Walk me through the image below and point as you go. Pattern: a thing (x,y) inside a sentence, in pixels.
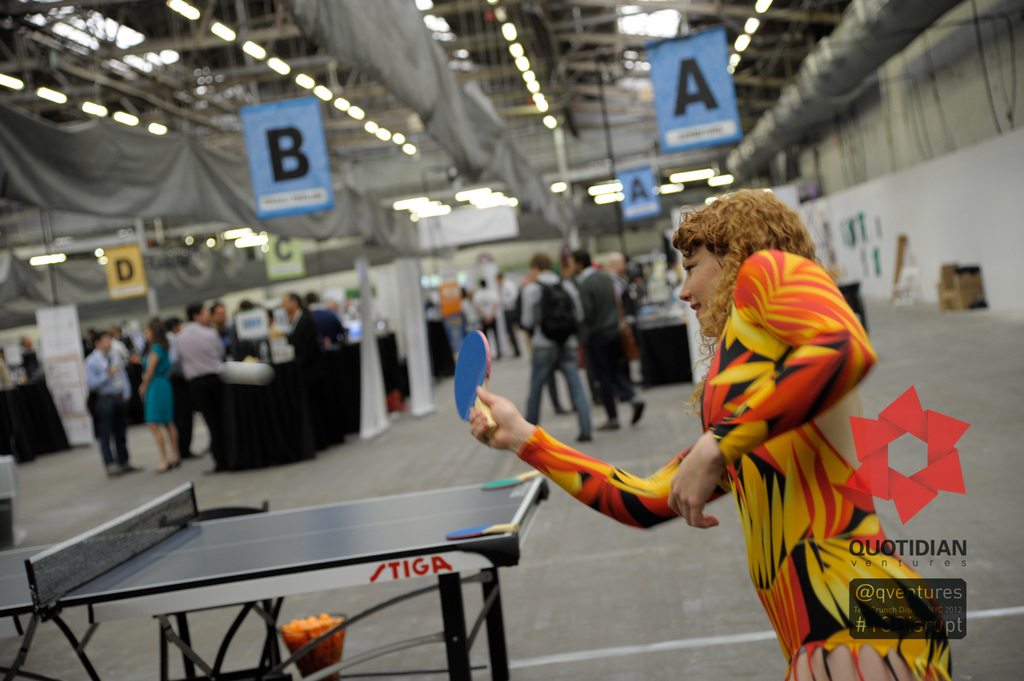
A woman (737,394) is holding bat (469,357), here there is table (247,579) on it there are bats (502,530), here people (199,416) are standing and walking.
